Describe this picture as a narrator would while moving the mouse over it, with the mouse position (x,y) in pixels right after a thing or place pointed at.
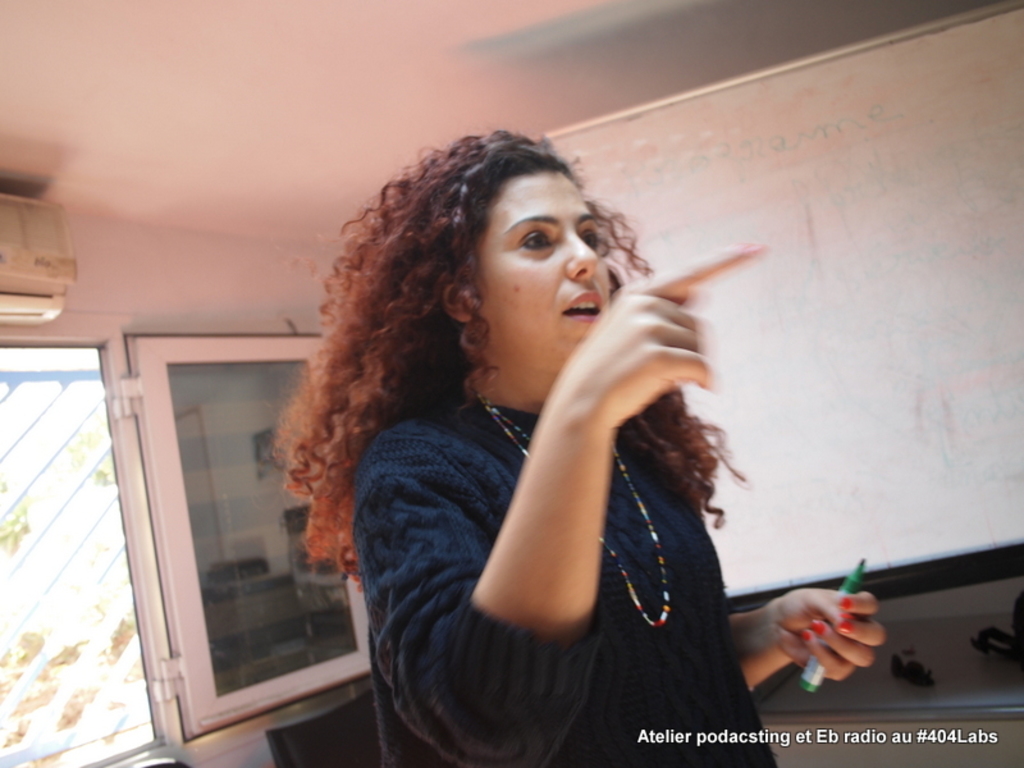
This woman (379,336) is pointing towards the right side of the image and holding a marker (853,578). Background (884,439) we can see whiteboard (877,268), window (171,371) glass door (149,438) and air conditioner (43,288) is on the wall (126,312). On this table (890,707) there are things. Bottom of the image (823,729) there is a watermark (843,734).
